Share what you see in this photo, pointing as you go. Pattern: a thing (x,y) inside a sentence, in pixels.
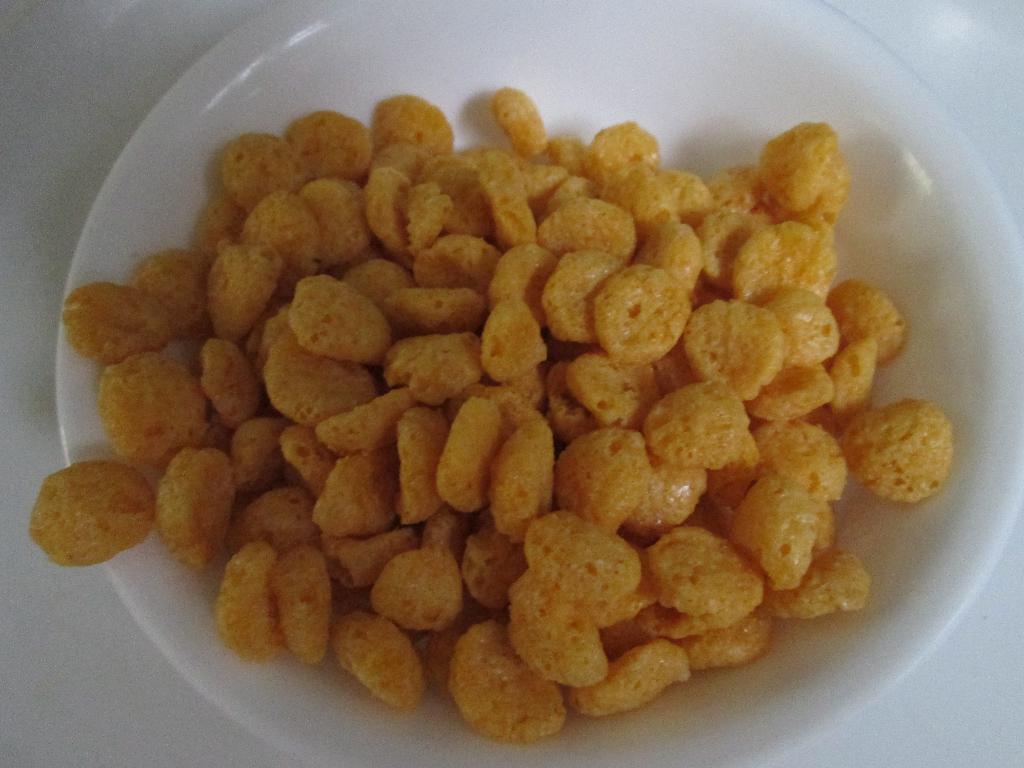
In this image we can see chips (155,443) on plate (430,719) placed on the table (72,88).
